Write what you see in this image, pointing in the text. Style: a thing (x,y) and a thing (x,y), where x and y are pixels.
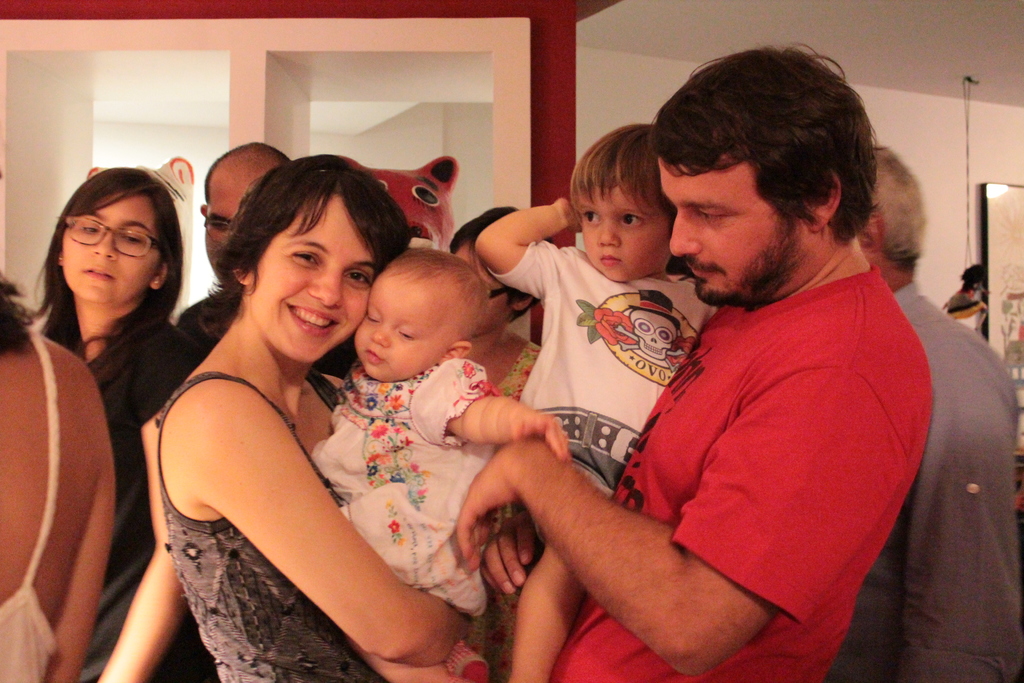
In the picture we can see a man (707,626) and a woman (276,189) standing and holding their children (561,606) and woman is smiling and behind them we can see some people (75,625) are also standing near the wall (444,135).
